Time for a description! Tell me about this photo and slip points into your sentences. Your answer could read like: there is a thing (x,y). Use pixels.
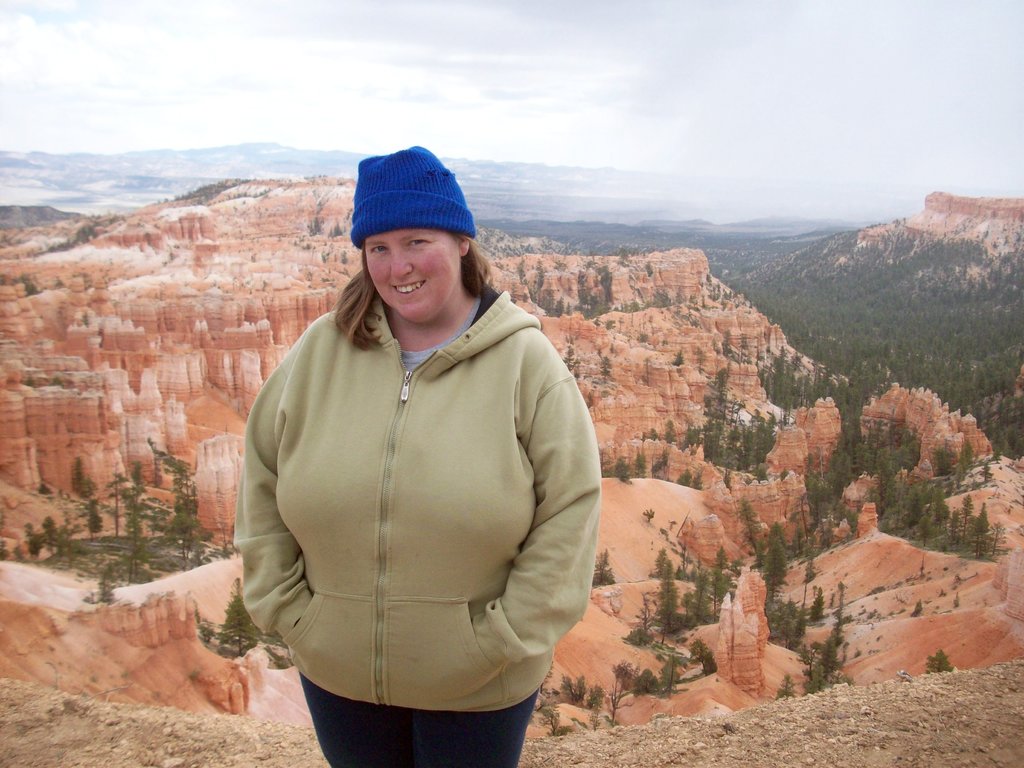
In this image in the foreground (436,389) there is one woman (401,389) who is standing, and in the background (511,179) there are mountains (904,400), trees (927,515). And at the bottom (939,717) there is sand (634,743), and at the top of the image (452,147) is sky (452,147).
